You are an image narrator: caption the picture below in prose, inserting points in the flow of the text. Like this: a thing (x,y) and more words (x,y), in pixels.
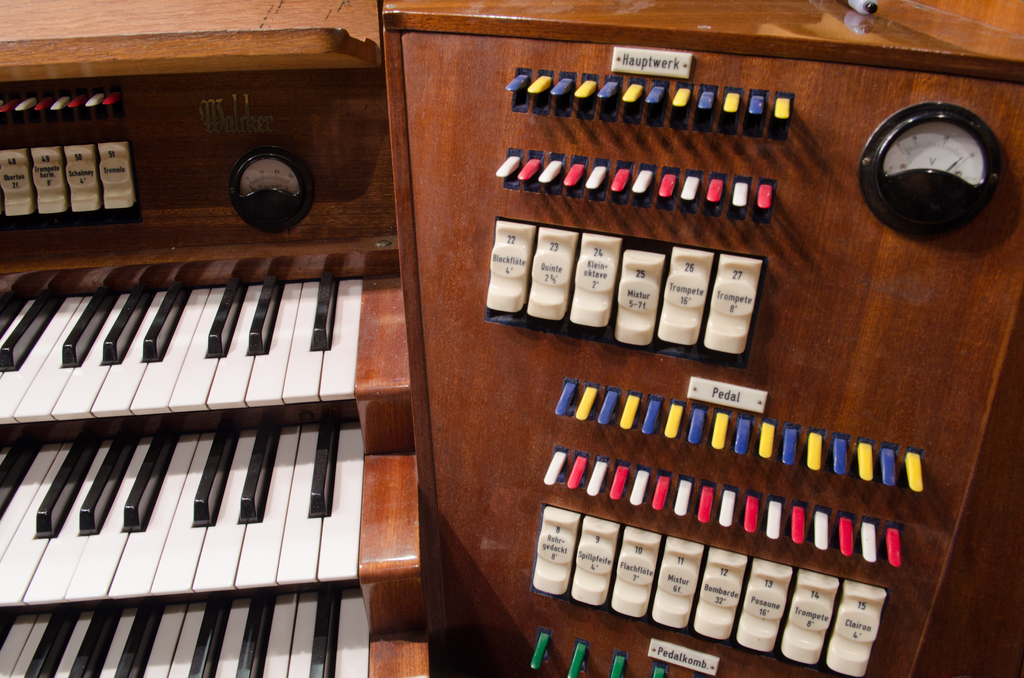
This looks like an organ (206,402) with a meters (289,180) attached to the device (847,270). These are the keys (646,429) which are used to control the device (471,307).
